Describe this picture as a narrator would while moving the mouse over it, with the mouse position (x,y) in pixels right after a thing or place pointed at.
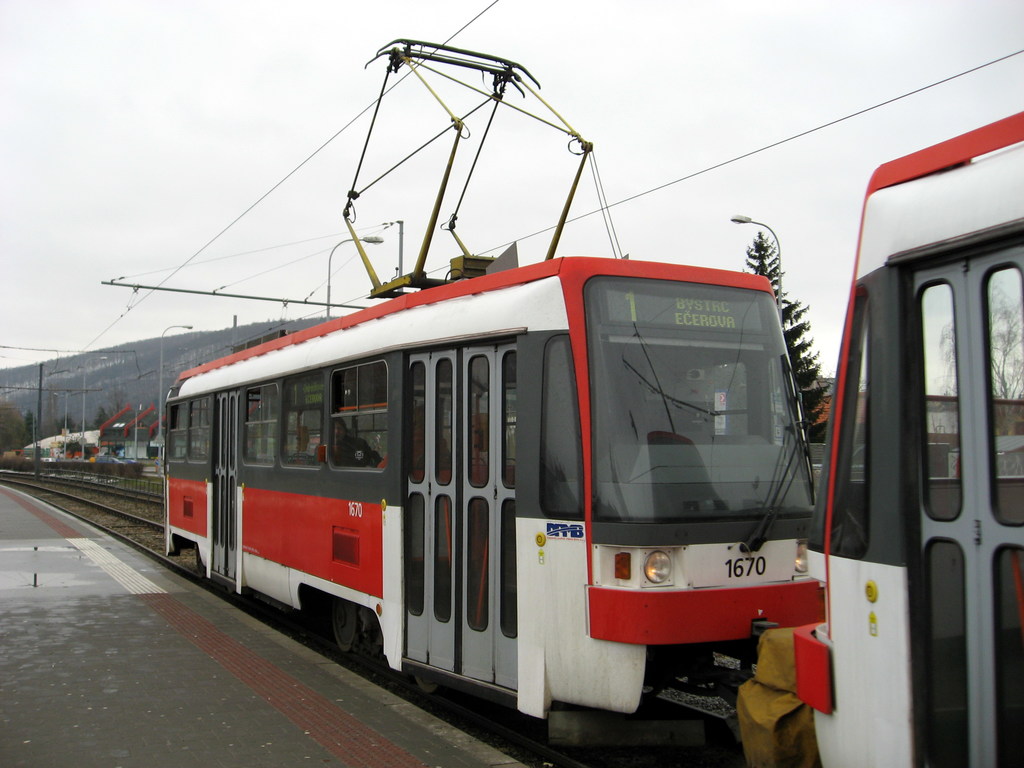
This picture is taken inside the railway station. In this image, on the right side (872,462), we can see a train (573,617) which is moving on the railway track (717,762). In the background (21,420), we can see some houses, trees (21,420), plants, rocks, street lights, electric pole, electric wires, mountains (60,365). At the top (153,133), we can see a sky (102,189) which is cloudy, at the bottom (131,523), we can see some stones (145,531) on the railway track (86,499) and a land (129,594).
